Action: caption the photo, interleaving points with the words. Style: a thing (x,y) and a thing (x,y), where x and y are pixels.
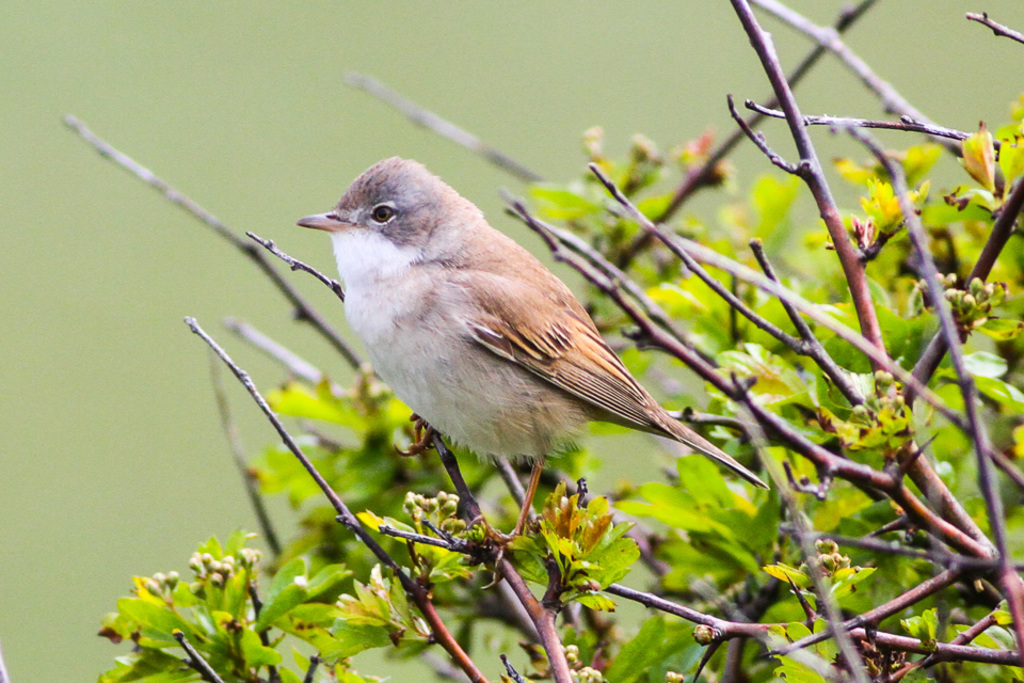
In this picture we can observe a bird (441,382) on a branch (524,593). The bird (413,411) is in white and brown color. We can observe plant (650,487). In the background (309,522) it is completely blur.
